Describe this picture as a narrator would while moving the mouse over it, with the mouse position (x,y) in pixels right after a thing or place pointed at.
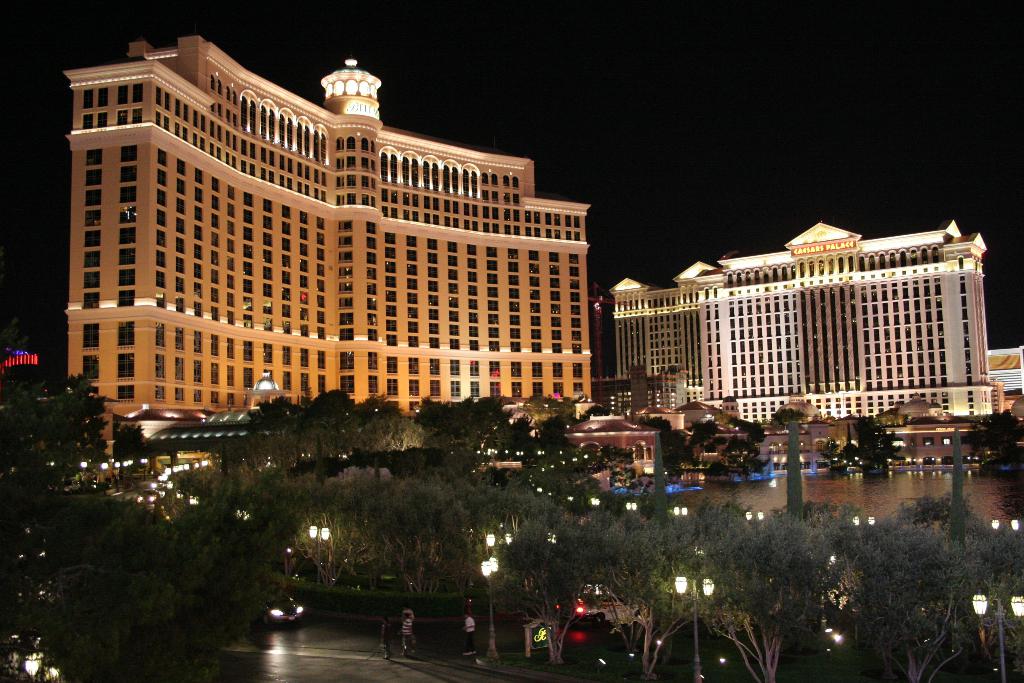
In this picture there are people (469,636) and we can see trees (452,557), poles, lights (23,355) and vehicles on the road (358,624). We can see water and buildings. In the background of the image (699,167) it is dark.
